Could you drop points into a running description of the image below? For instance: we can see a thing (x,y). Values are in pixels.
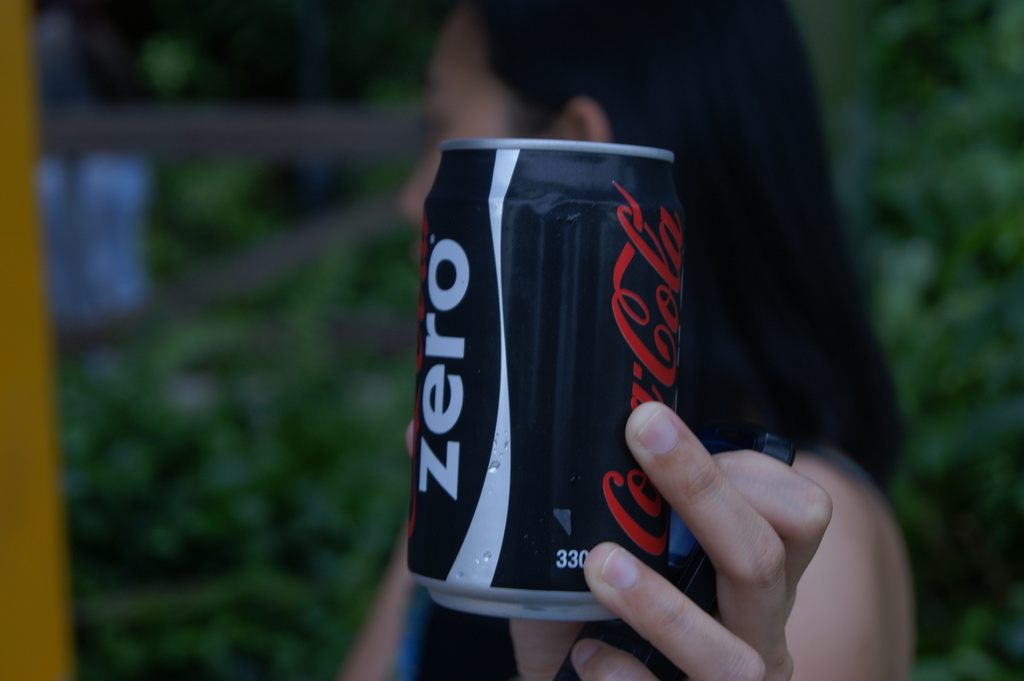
In this image I can see a woman (838,363) holding a black color coke tin (465,324), on coke tin (477,307) I can see a text (454,320) and woman (749,559) holding a mobile (681,565) on her hand (748,566) and background (227,336) is too blur.
